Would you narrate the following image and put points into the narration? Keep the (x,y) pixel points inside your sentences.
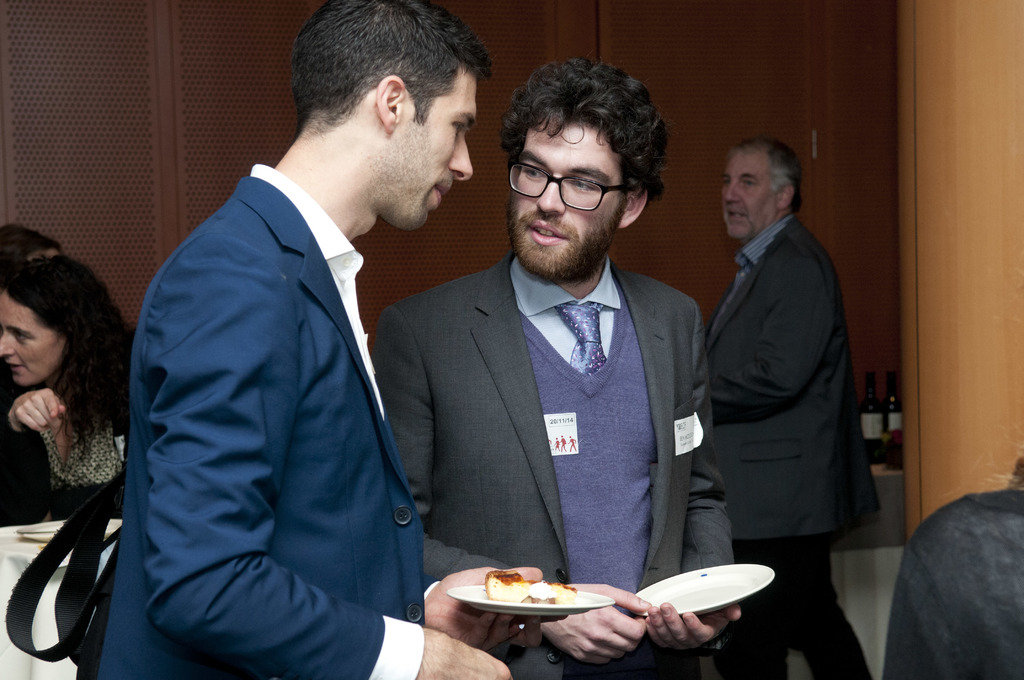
The man (372,361) in white shirt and blue blazer (270,449) is holding a plate (453,592) containing food (516,596) in his hands (473,628). Beside him, we see a man (459,404) in grey blazer (475,415) is holding an empty plate (692,582). I think both of them are talking. Behind them, we see a man (722,347) in black blazer (720,415) is standing. On the left side (46,371), we see a woman (114,450) in black dress (31,467) is sitting on the chair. In front of her, we see a table (34,553) on which plate (16,531) is placed. In the background (119,120), we see two glass bottles (874,408) and a wall (904,460).
